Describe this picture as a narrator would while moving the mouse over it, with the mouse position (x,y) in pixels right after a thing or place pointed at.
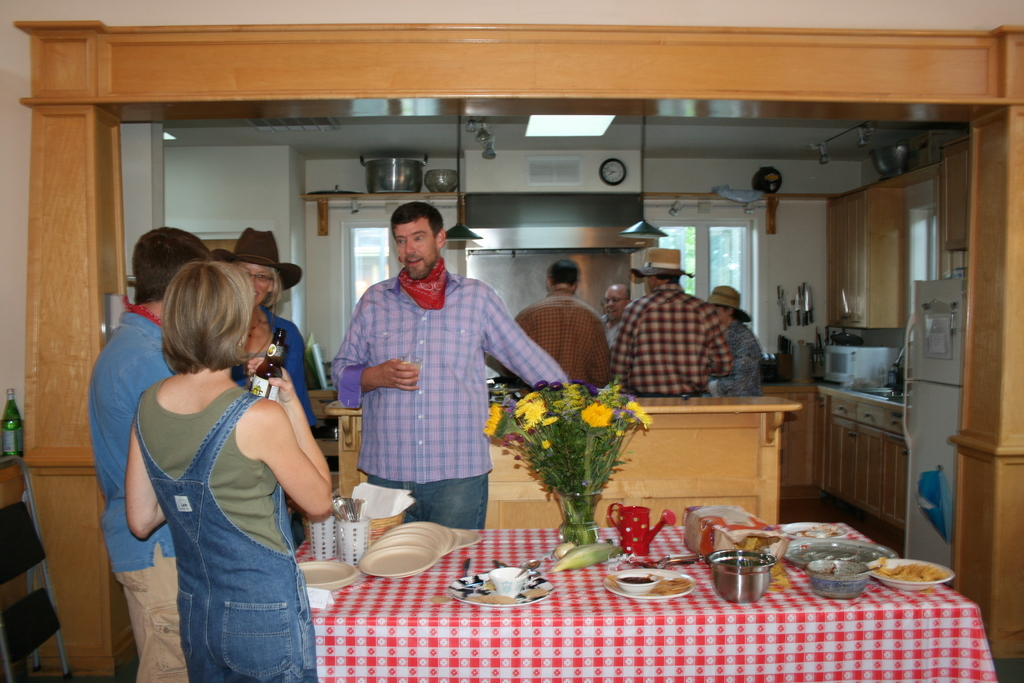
There are four members (195,347) standing here. One woman (229,427) is holding a bottle (256,383) in her hand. There is a table (530,549) on which a bouquet of flowers (556,437) and some dishes of food (611,586) are placed. In the background (656,338), there are another four men (592,350) standing there. We can observe a windows (714,255) and bowls (394,184) here.
